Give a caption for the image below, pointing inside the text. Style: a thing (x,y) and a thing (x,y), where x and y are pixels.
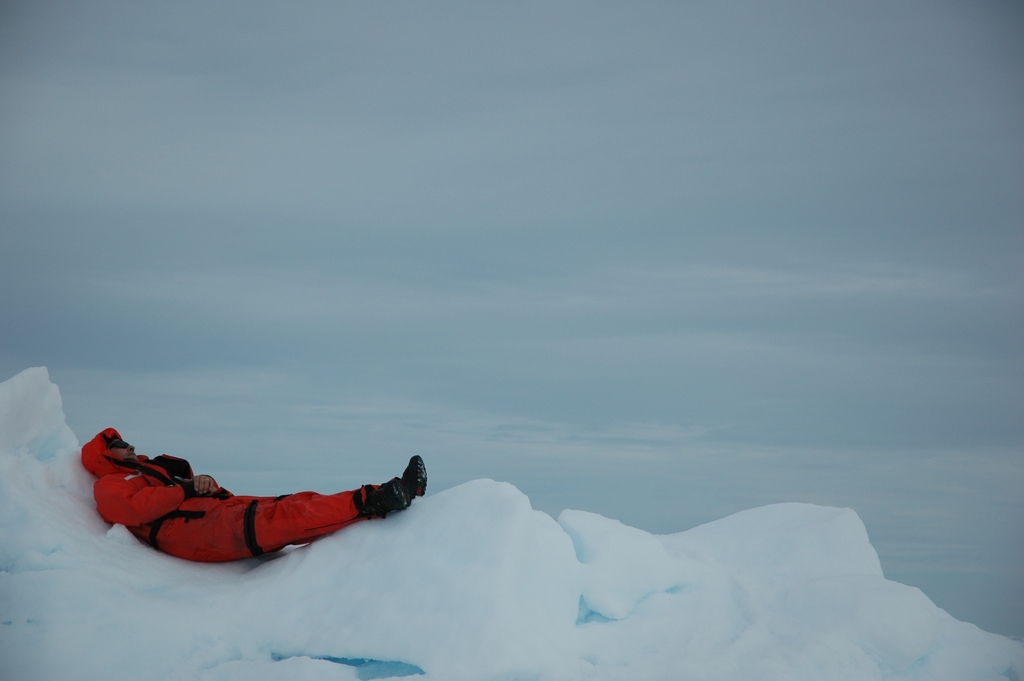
In this image a person (367,503) wearing red dress (235,509) is lying on the ground (333,547). On the ground (206,609) there is iceberg (251,593). In the background (595,492) there is sky (398,176).
